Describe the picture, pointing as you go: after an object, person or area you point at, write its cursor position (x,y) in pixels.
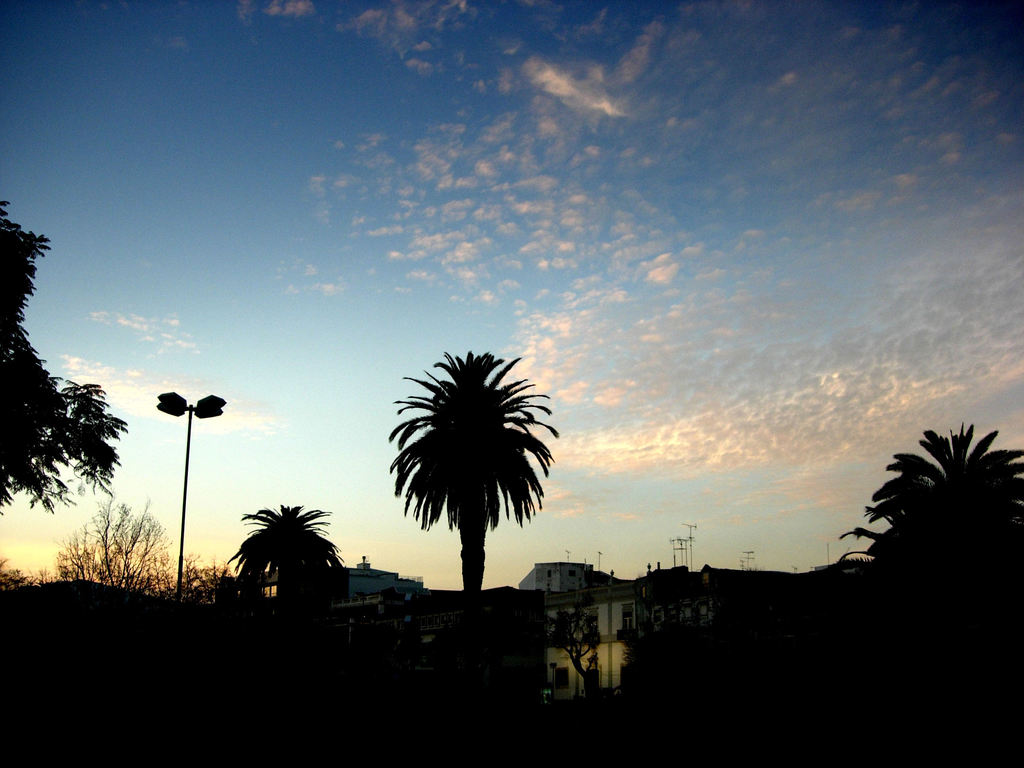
In the image in the center (488,452) we can see buildings (619,621), wall (602,619), poles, trees (571,618) and plants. In the background (933,206) we can see sky (629,255) and clouds (752,401).
